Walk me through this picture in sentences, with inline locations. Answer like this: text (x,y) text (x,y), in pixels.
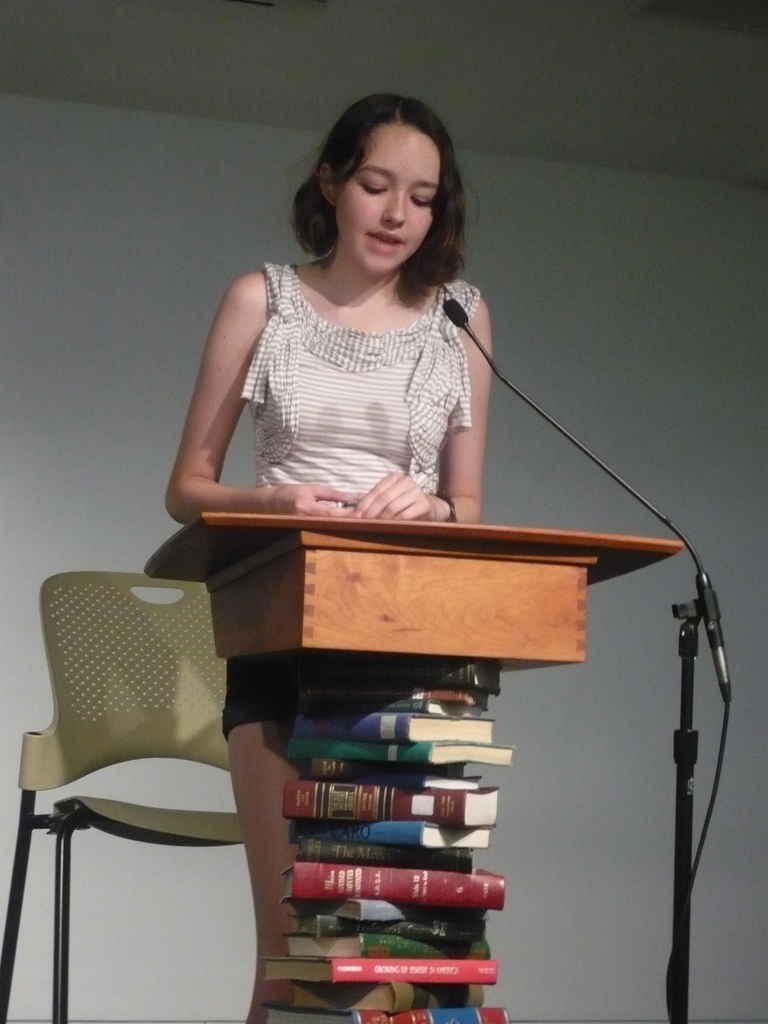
Here is a lady (263,459) with short hair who is standing and there is a desk (346,531) in front of her which is with the support of books (456,683) and also we can see the mike (690,619) and a chair (175,643) behind her.
